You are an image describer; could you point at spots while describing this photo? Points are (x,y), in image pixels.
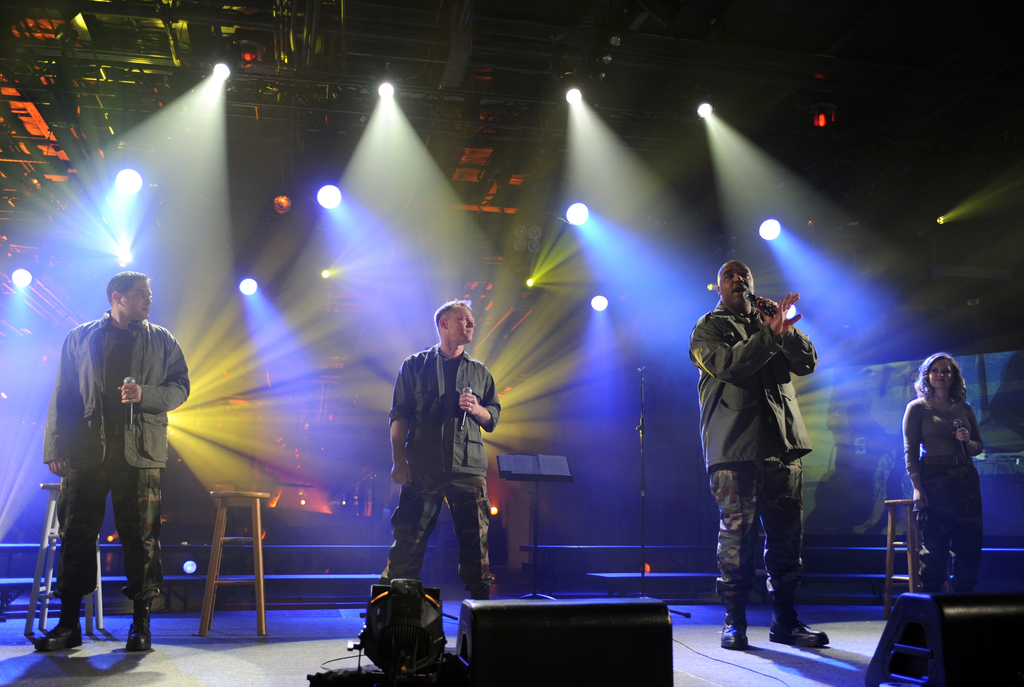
In this image I can see few people (943,410) are standing and holding mics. I can see few lights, speakers (913,655), stools (259,585), stands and few objects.
